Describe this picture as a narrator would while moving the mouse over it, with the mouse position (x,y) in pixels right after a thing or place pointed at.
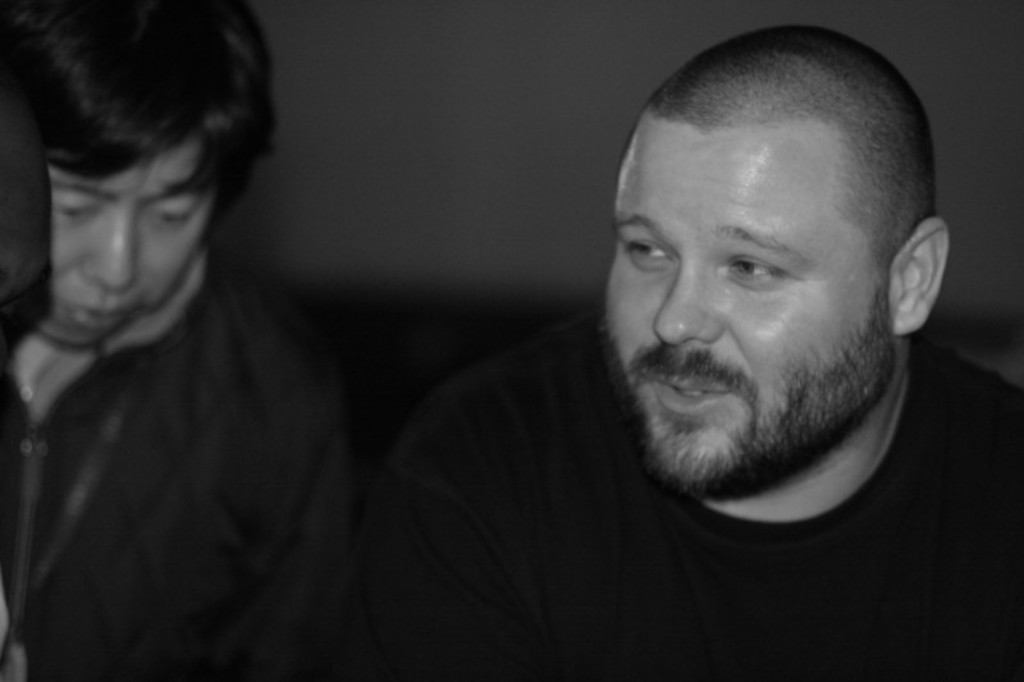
This is a black and white image in which we can see two people (564,380). On the backside (556,239) we can see a wall (550,219).
